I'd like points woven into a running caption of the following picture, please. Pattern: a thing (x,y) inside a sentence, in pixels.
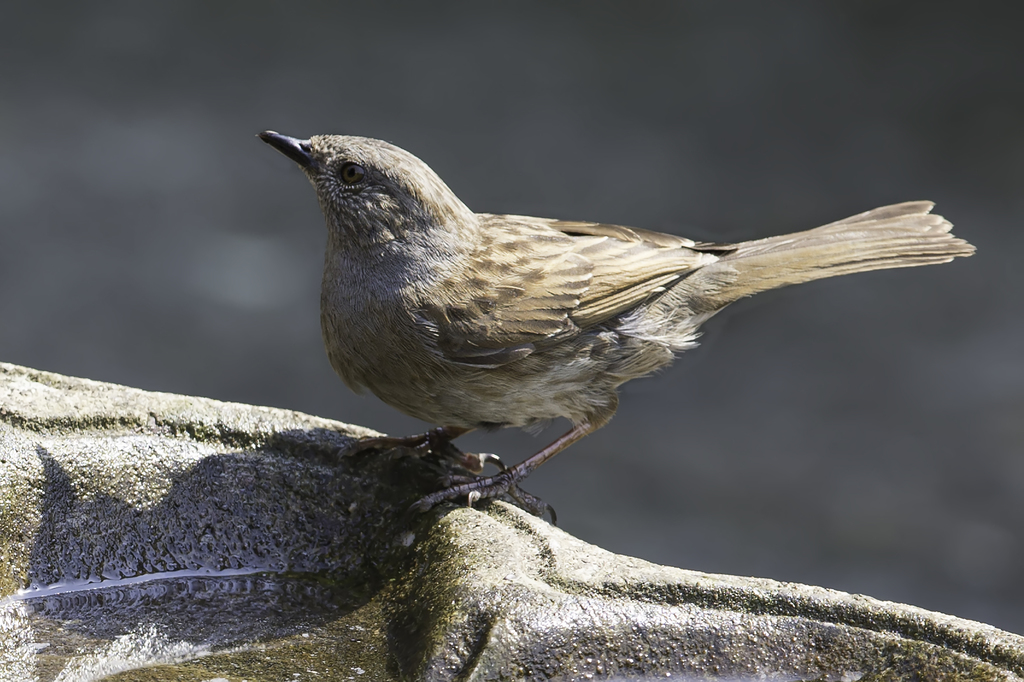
This is the bird (539,285) standing. I think this is the water (251,641) on the rock (478,602).
